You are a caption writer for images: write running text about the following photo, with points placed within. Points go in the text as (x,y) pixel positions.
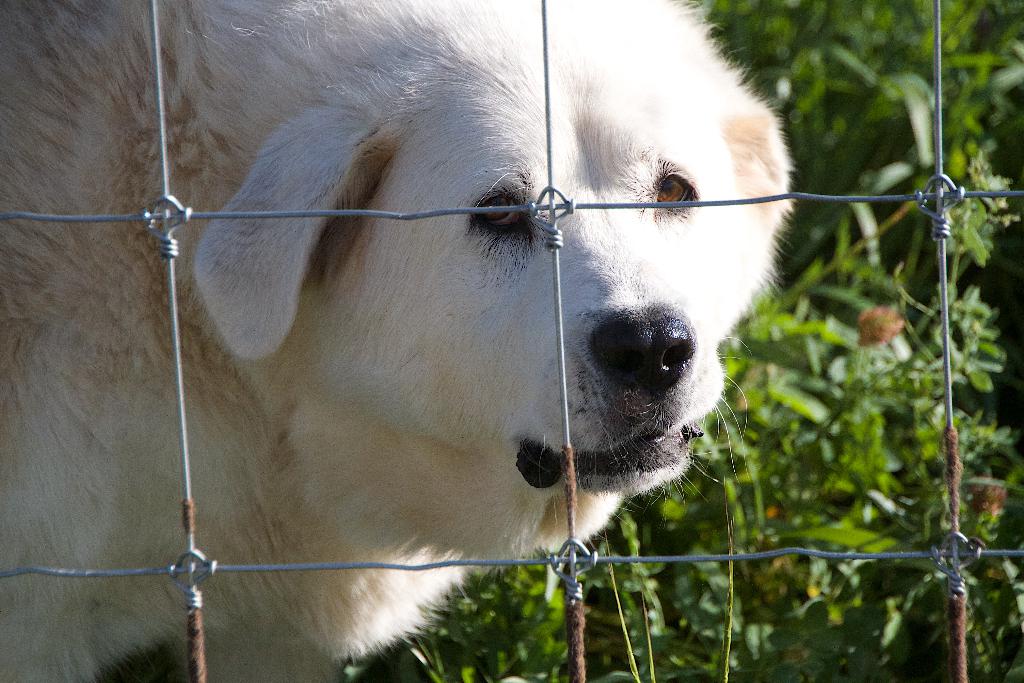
In this image there is a dog (552,255). In the foreground (569,479) we can see a mesh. In the background (728,423) there are plants (814,459).
